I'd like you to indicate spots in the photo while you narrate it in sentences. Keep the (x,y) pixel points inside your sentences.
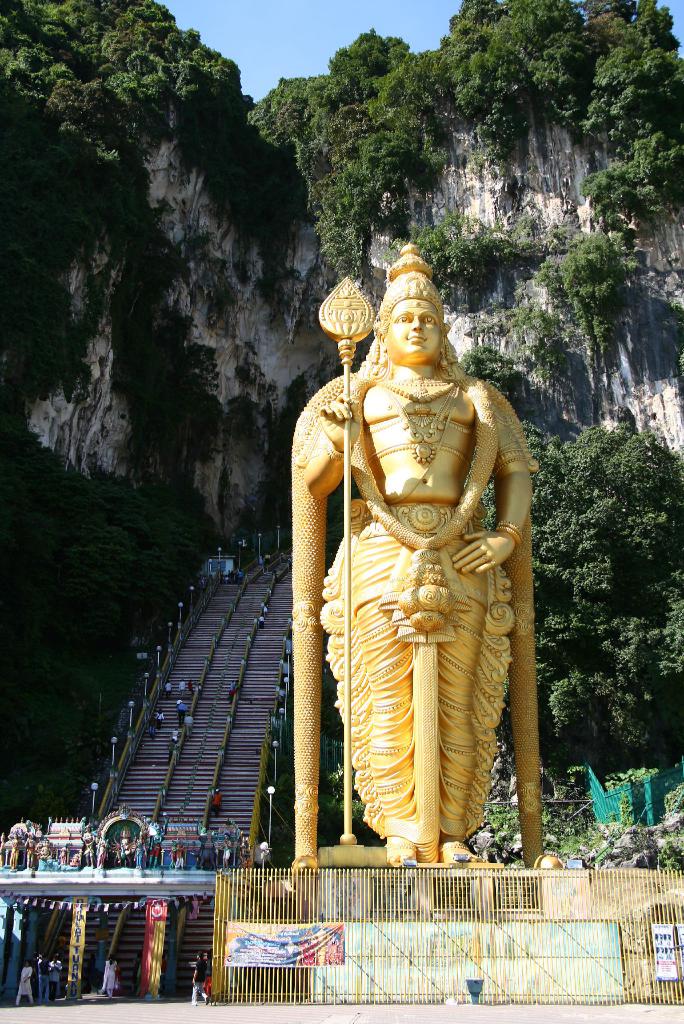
In the center of the image (391,507), we can see a statue (448,680) and at the bottom (356,888), there is a mesh (398,941) and an arch (135,884). In the background (167,746), there are stairs (235,777), poles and we can see people (187,732). There are hills (490,222) and trees (608,626). At the top (280,34), there is sky (281,28).
